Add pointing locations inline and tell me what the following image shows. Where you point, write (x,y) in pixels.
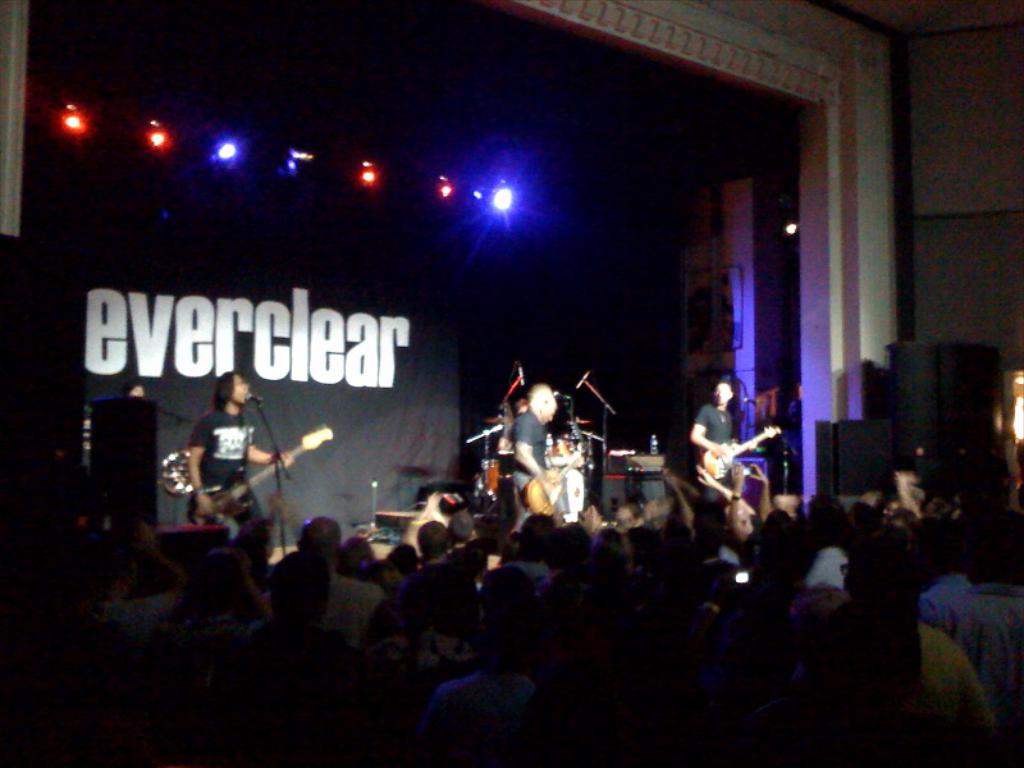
In this image there are group of people (699,599). Three people (530,450) are standing on the stage (546,453) and playing guitar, audience (743,531) are standing in front of the stage (240,449) and facing this three people (240,449). At the right side (860,451) and left side of the image (1,358) there are speakers (852,448), at the top (306,152) there are lights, at the back (439,317) there is a banner (416,337).
